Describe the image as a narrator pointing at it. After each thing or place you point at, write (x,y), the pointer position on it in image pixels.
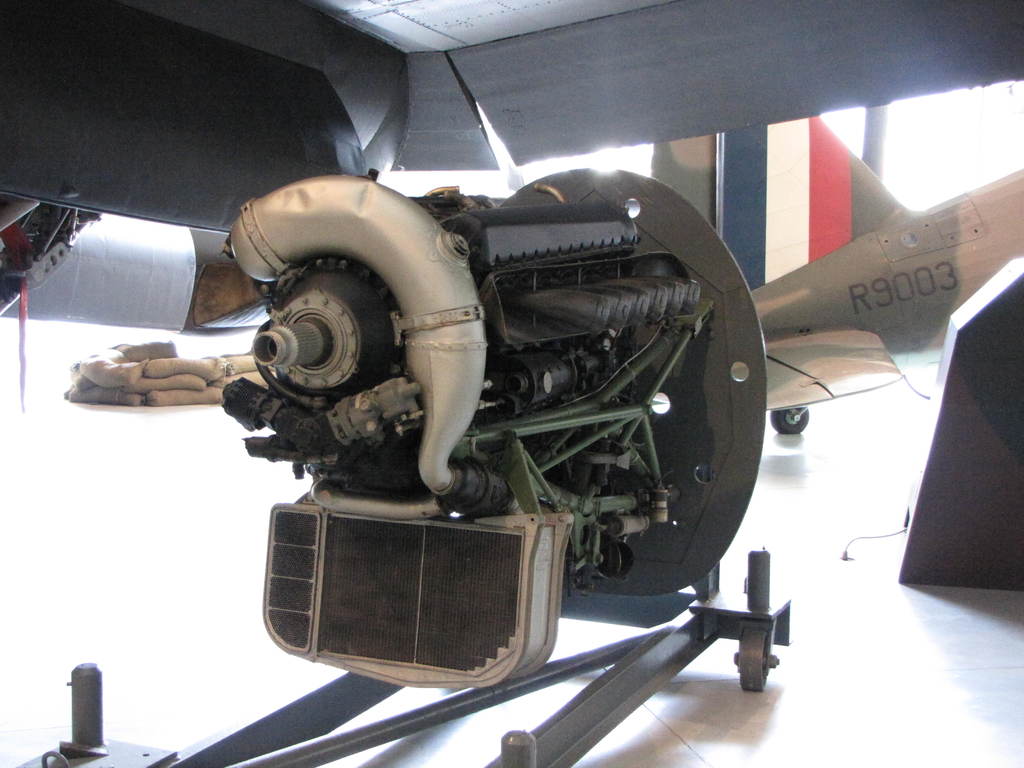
In this image we can see an engine (265,329), aeroplane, bags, floor (209,450), and few metal objects (686,660).
